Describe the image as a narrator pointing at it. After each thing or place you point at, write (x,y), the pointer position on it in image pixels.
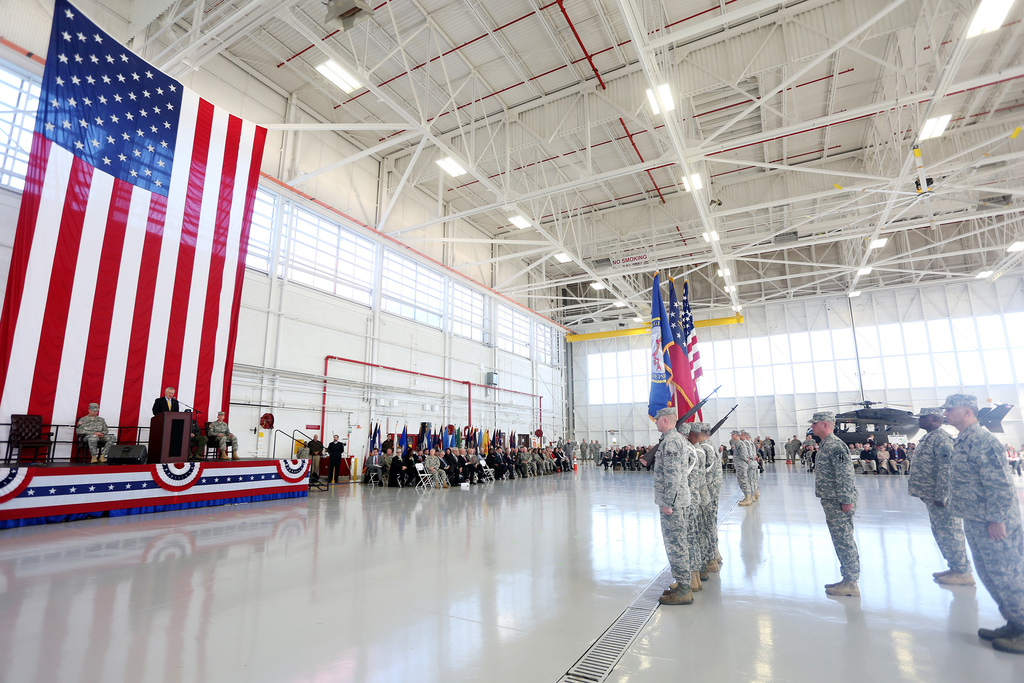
In this image we can see a few people (848,584), among them, one person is standing in front of the podium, on the podium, we can see a mic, there are some flags (431,436), guns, chairs (425,465) and some other objects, at the top (523,173) we can see some lights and metal rods (527,295).
